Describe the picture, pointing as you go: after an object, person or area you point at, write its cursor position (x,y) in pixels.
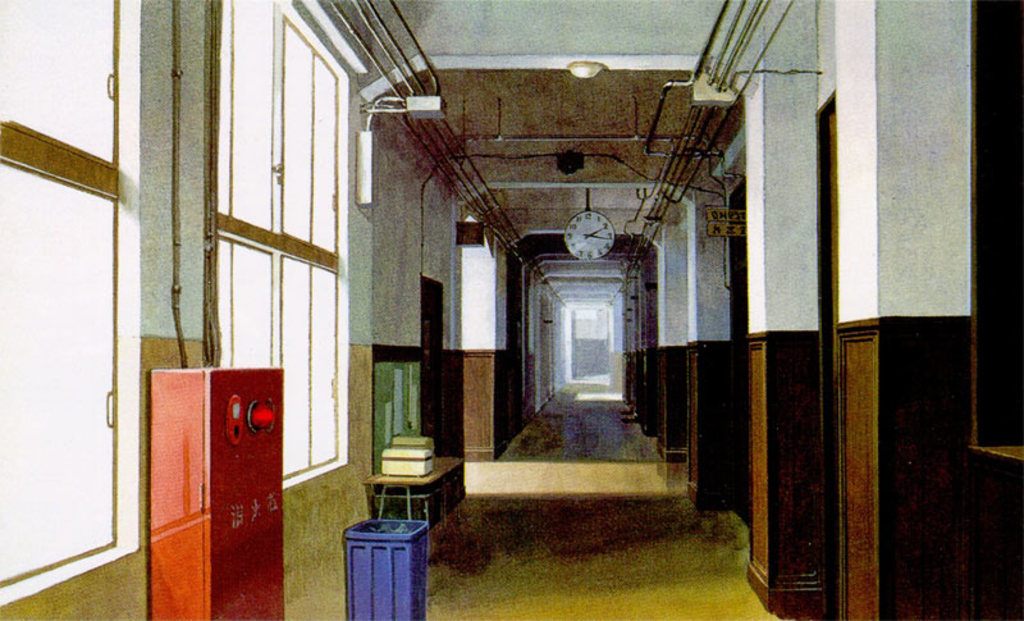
This is the picture of a building (596,424). On the left side of the image (331,437) there are objects (415,448) on the table (430,475) and there is a dustbin (425,525) and there is an object (223,392) and there are windows (25,259). At the top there are pipes (742,88) and there is a clock (586,250) and there are boards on the wall (773,229). At the bottom (435,614) there is a floor (603,408).
